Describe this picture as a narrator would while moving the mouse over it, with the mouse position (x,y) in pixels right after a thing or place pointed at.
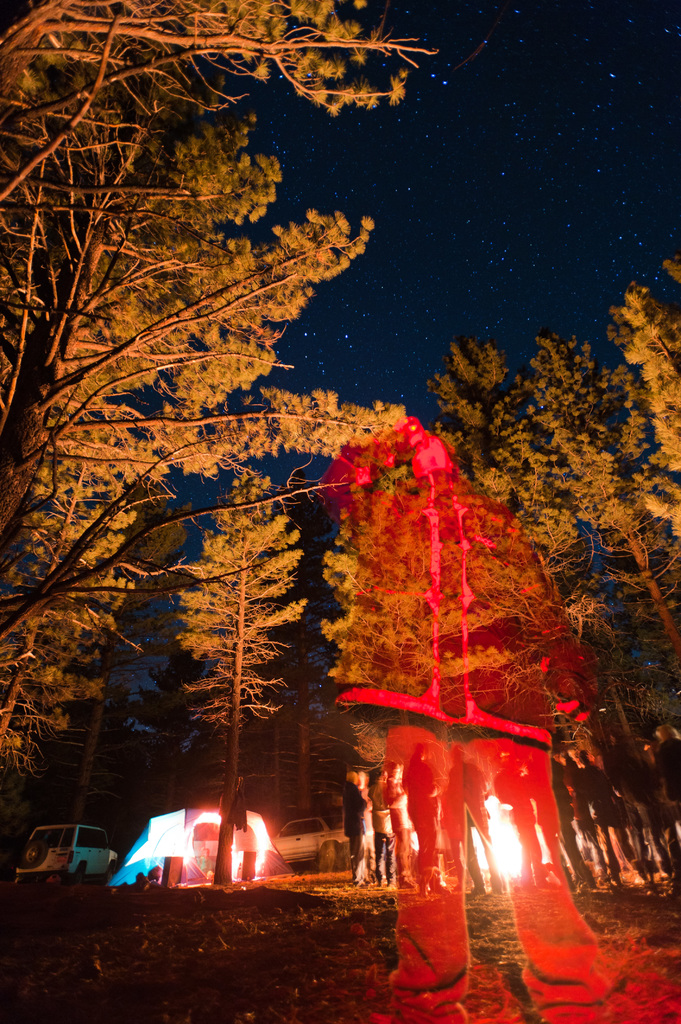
This is an edited image. In the foreground of an image (382,617) there is a transparent person (453,480) standing, behind him there are a few people (415,813) standing, in between them there is a fire (490,834), there is a camp (238,837) and few vehicles (59,846) are parked. In the background (552,566) there are trees (56,463).
